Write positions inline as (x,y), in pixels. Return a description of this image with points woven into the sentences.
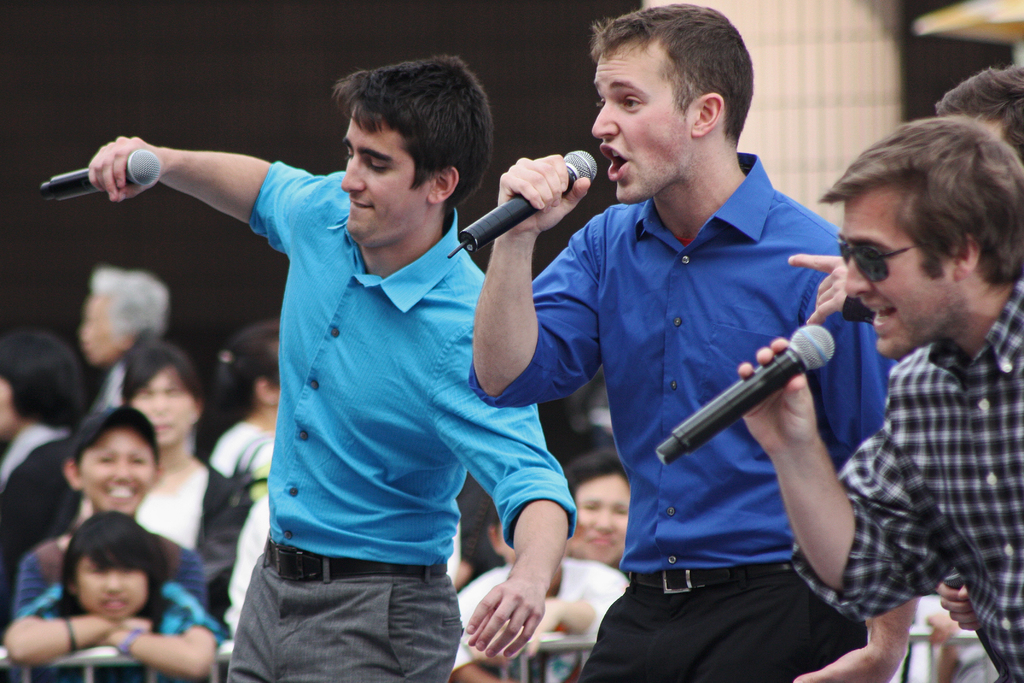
In this image i can see few people (631,317) standing and holding microphone (92,192) in their hands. In the background (76,414) i can see few people (170,438) standing and watching the show.
